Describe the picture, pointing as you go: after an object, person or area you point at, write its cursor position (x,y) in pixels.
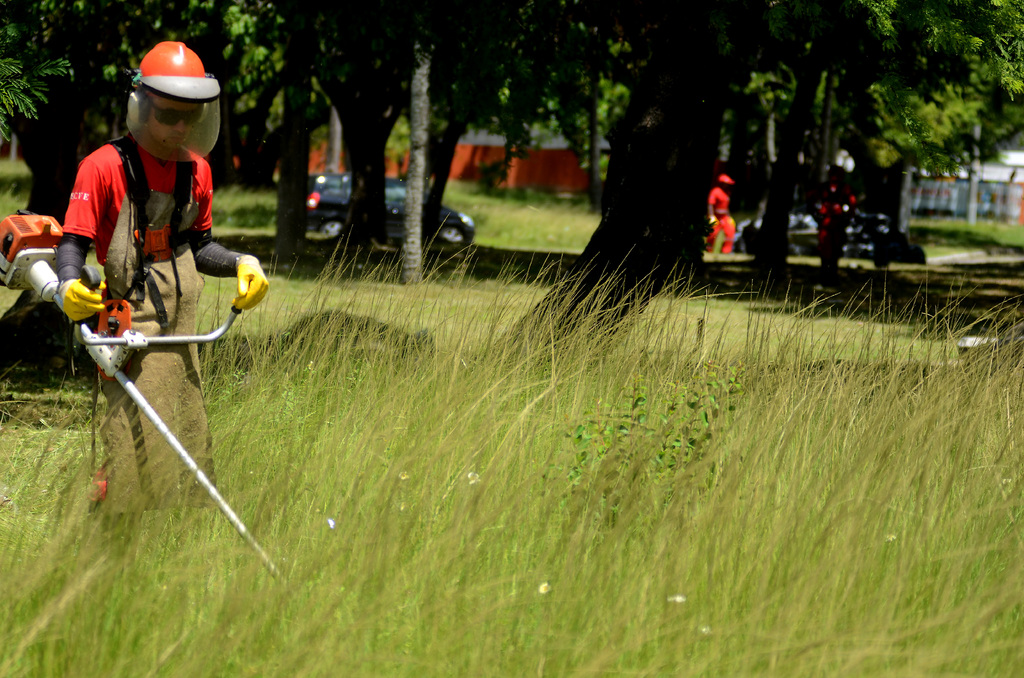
In this picture I can see a person (181,181) who is wearing a costume (107,188) and a helmet (179,55) on his head (189,87) and I see that he is holding a thing (240,312) and I can see the grass (584,418). In the background (43,164) I can see the trees (577,44), few cars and a person (710,199).
